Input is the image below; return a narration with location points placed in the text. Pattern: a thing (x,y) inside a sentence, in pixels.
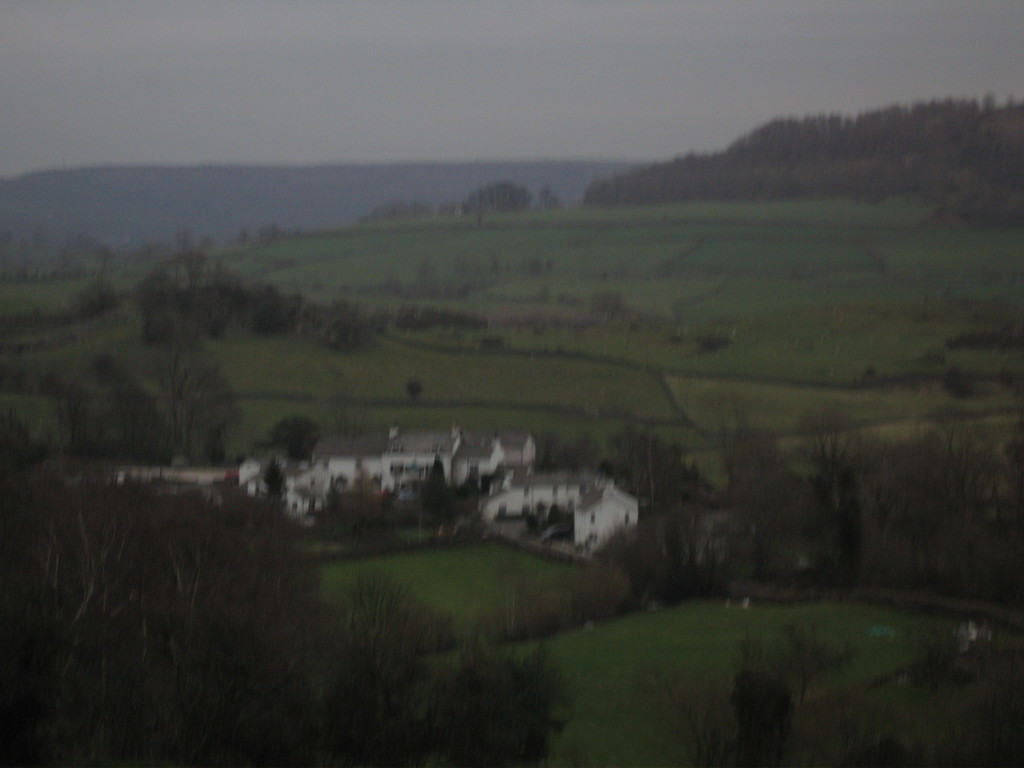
In this picture i can see trees (441,667), buildings (459,476). In the background (242,32) i can see sky (363,97).
